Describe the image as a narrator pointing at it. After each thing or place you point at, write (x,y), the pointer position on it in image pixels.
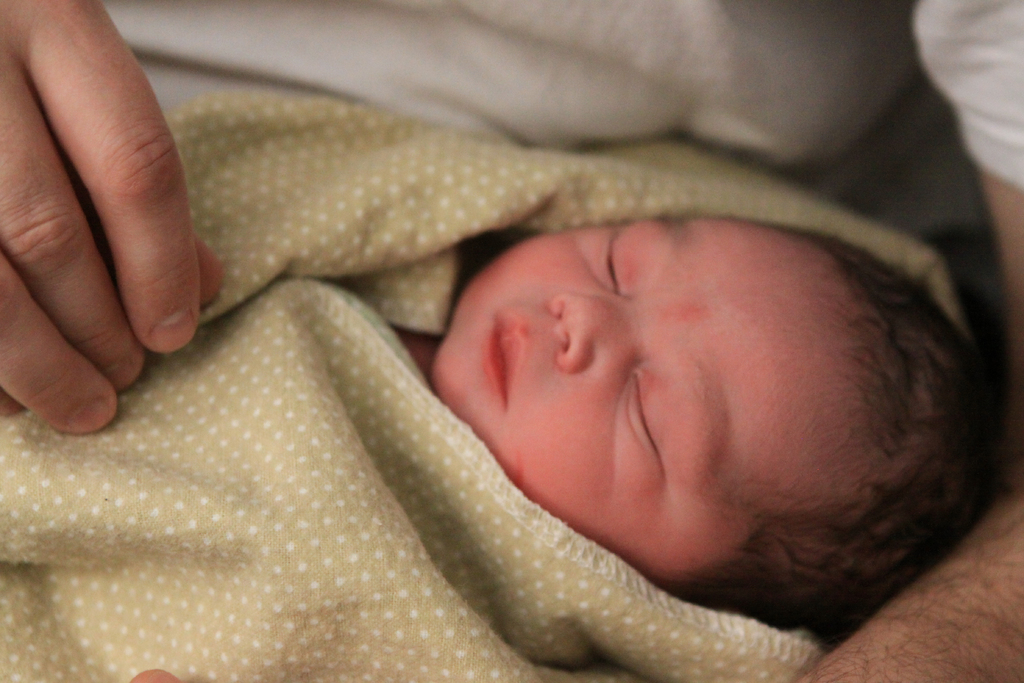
In the image a person (806,31) is holding a baby (884,587).
